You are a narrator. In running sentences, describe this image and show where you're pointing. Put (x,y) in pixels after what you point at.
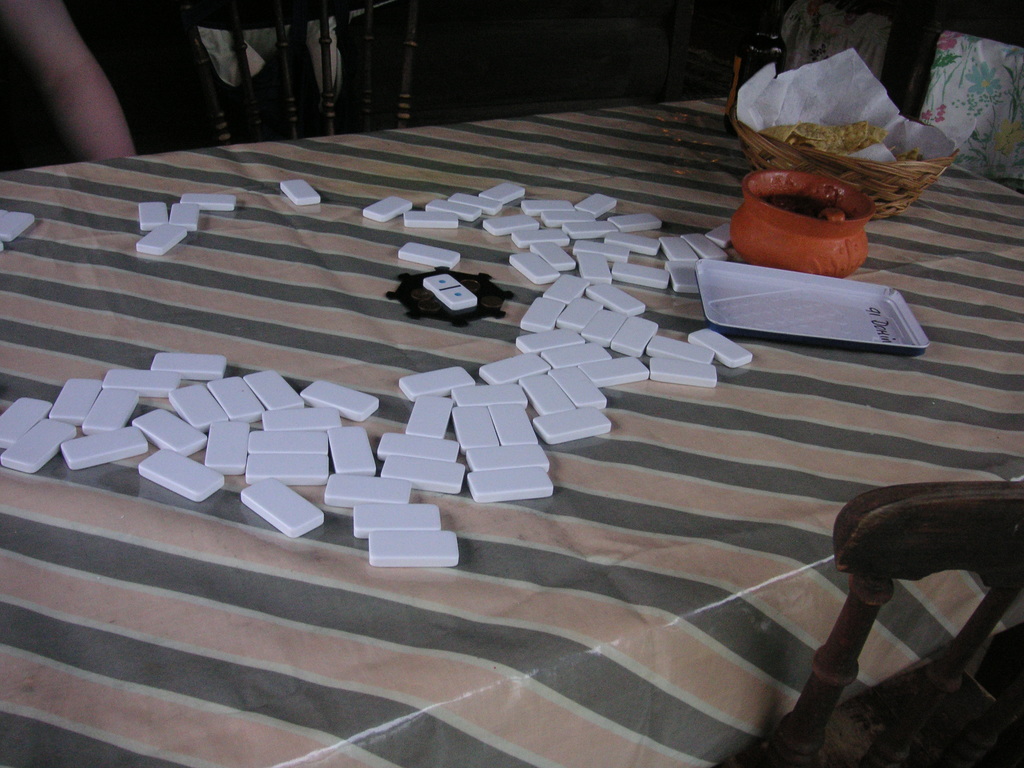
In this image we can see a table (694,459). On the table (678,455) there are white color pieces (280,446), tray (745,322), bowl (828,243) and a basket (845,153) with tissue (851,115) and food item (856,140). Also there are chairs (325,73). At the top (70,52) we can see hand (86,100) of a person (85,107).
